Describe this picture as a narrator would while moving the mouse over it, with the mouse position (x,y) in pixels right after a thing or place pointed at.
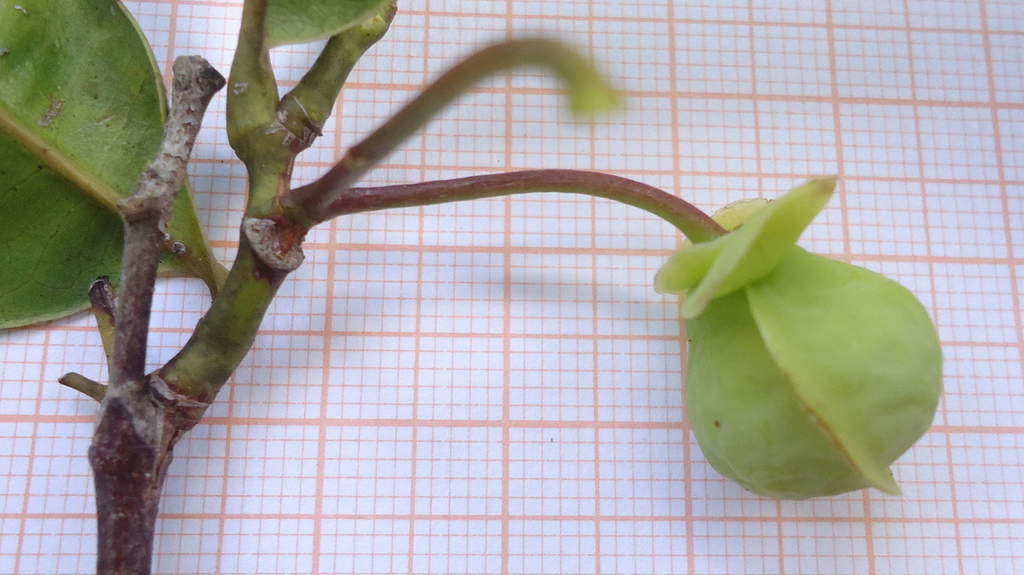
In this picture there is a small plant (370,36) on the left side of the image (255,87) and there is a bud (731,285) on it, on the right side of the image (846,320).
